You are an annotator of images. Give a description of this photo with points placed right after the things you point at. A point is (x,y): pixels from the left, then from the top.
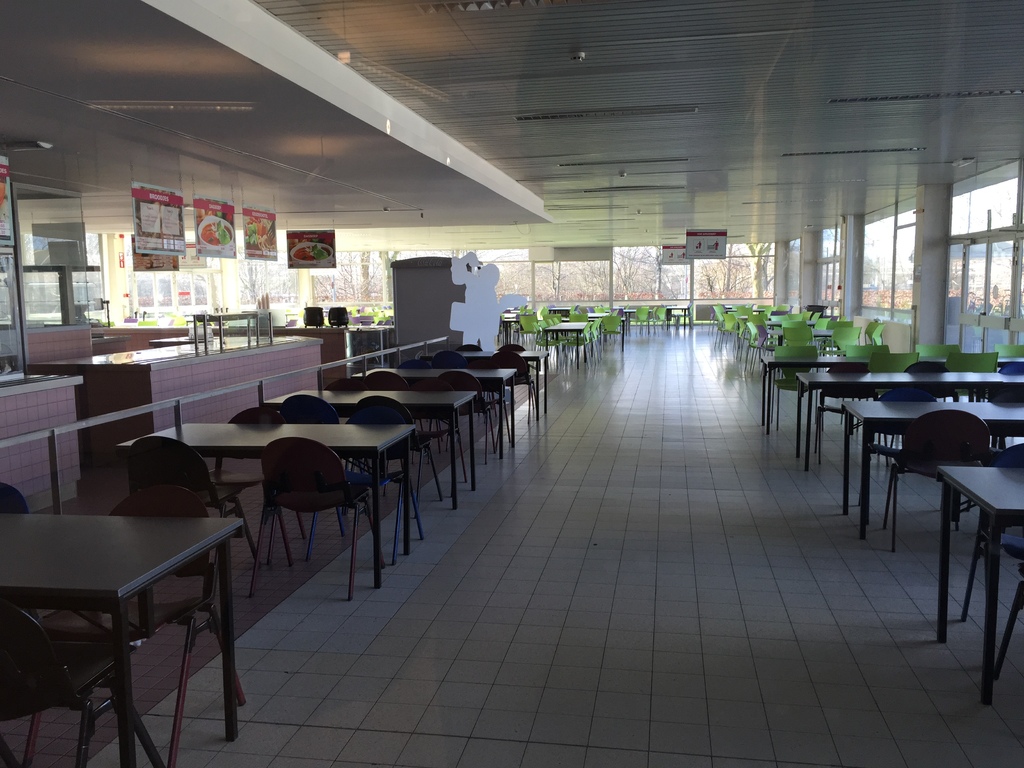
This picture is clicked inside the hall (732,517). In the center (418,372) we can see the tables (499,352), chairs (305,472), counters (254,335) and the many other objects (233,343). At the top (582,157) there is a roof (586,144) and the ceiling lights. In the background (150,224) we can see the banners (215,231) on which we can see the pictures (225,241) of food items (249,244) and we can see the windows (720,282) and through the windows (876,260) we can see the outside view (677,288).
